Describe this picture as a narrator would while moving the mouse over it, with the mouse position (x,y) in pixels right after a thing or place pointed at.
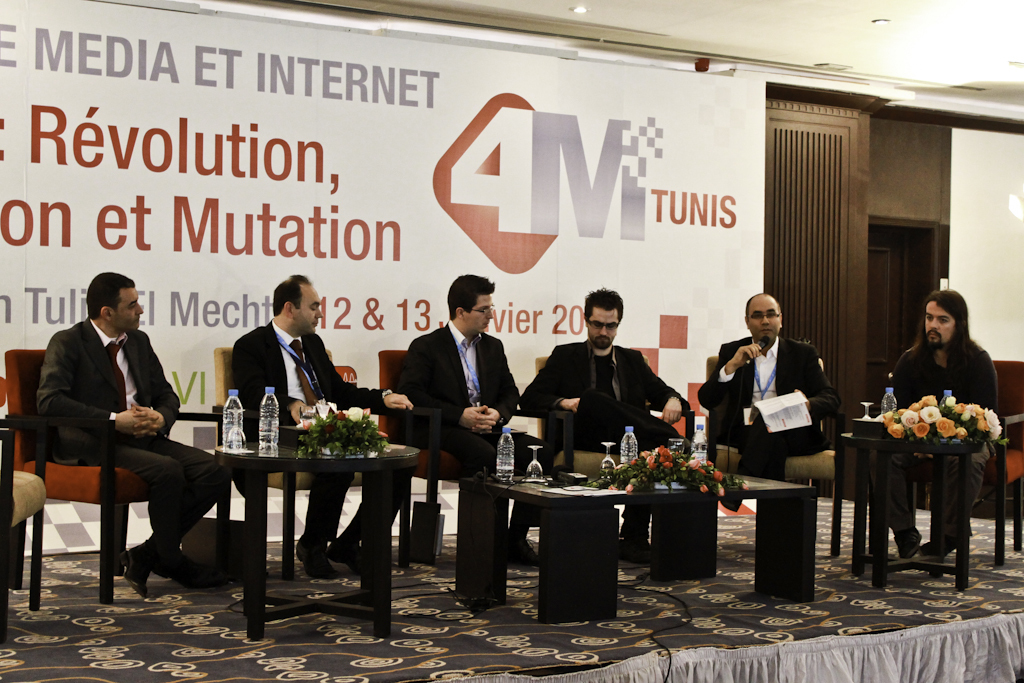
This image consists of six persons (526,398) sitting on chairs (24,441) on the stage (628,625). In the background (331,212) there is a board (448,163). The person (790,385) at the right side (790,378) holding a mic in his hand (755,351) is speaking. In the front (626,498) there are table (600,500). On the table (319,460) there are flowers (337,436), bottles (622,463).
